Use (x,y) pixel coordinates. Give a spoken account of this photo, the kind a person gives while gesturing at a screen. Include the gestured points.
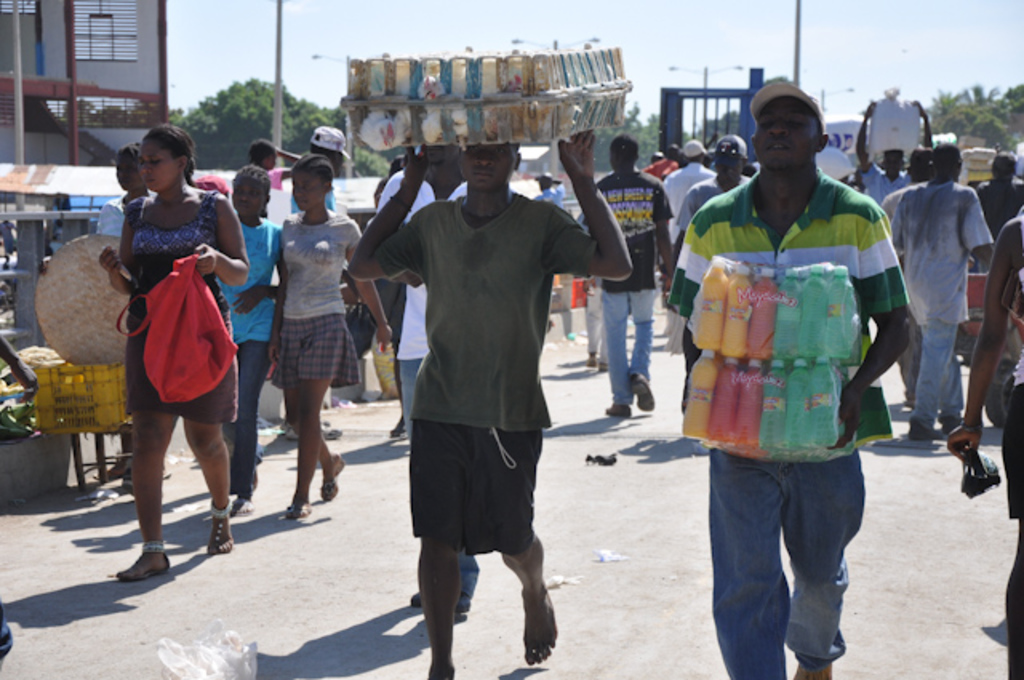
There is one person (491,365) walking on the road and holding some bottles (540,78) and the person (678,312) standing on the right side (754,262) to him is also holding some bottles (738,344). The person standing on the left side (185,300) is holding a red color bag (189,313). There are some other persons (626,211) standing in the middle of this image (647,266). There are some trees (595,134) in the background (309,123). There is building (78,152) on the left side of this image (59,130).
